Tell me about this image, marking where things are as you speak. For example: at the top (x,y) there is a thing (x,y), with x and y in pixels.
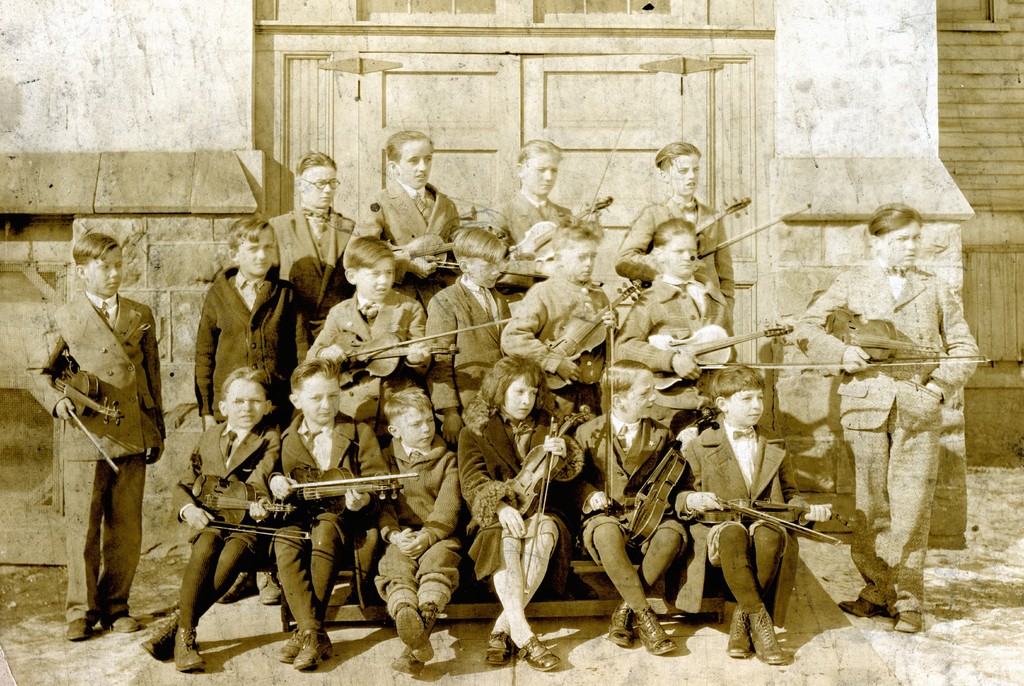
In this image we can see the picture (543,418) of a group of people (541,440) holding the musical instruments (533,455). On the backside (624,213) we can see a door (740,300) and a wall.
